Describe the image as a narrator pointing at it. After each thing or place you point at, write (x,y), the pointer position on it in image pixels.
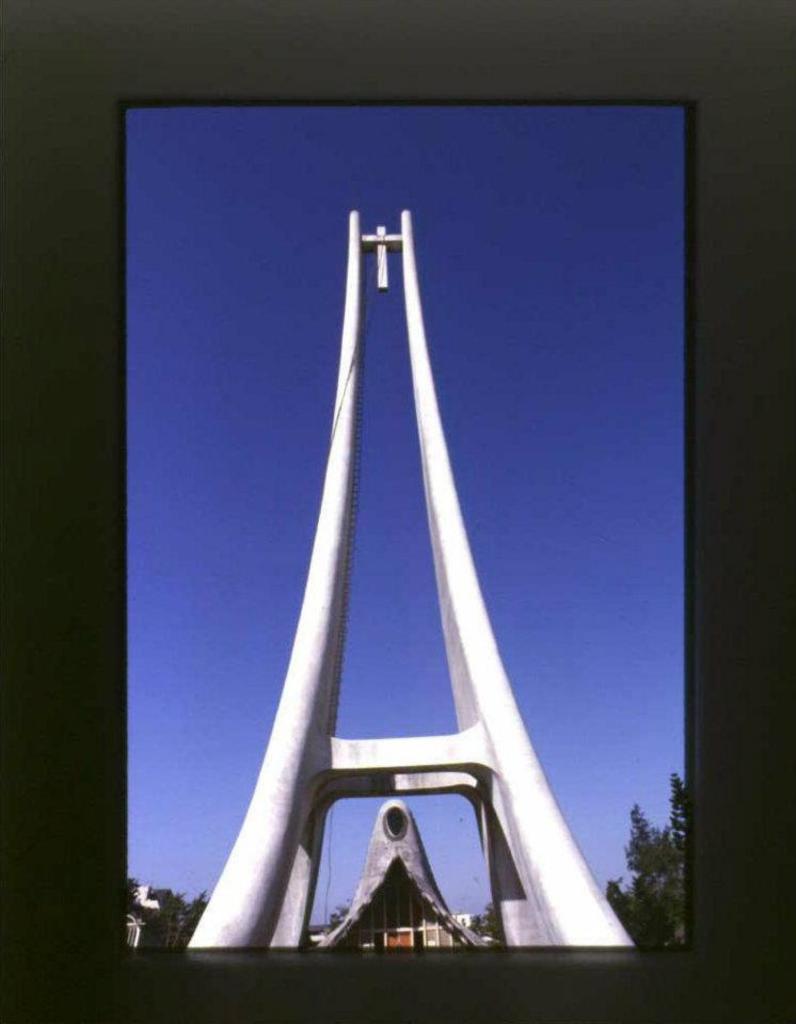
In this image I can see a white colour thing (202,943) in the front (590,873). On the bottom side of the image (148,925) I can see few trees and few buildings (381,919). In the background (460,864) I can see the sky (378,366).
